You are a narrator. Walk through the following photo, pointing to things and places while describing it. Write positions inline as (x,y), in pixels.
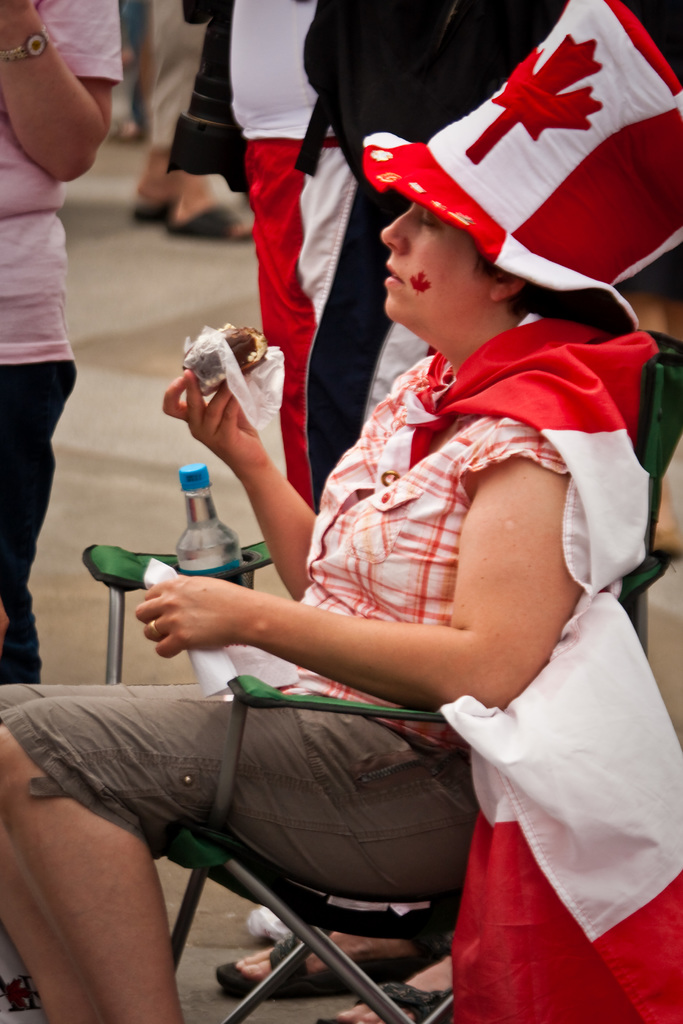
On the right side (513,399), there is a person (547,334) wearing a cap (524,153), holding a food item (247,340) with one hand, holding a white color paper (146,582) with the other hand (181,619) and sitting on a chair (110,586). In the background (471,28), there are other persons (365,111) standing.
